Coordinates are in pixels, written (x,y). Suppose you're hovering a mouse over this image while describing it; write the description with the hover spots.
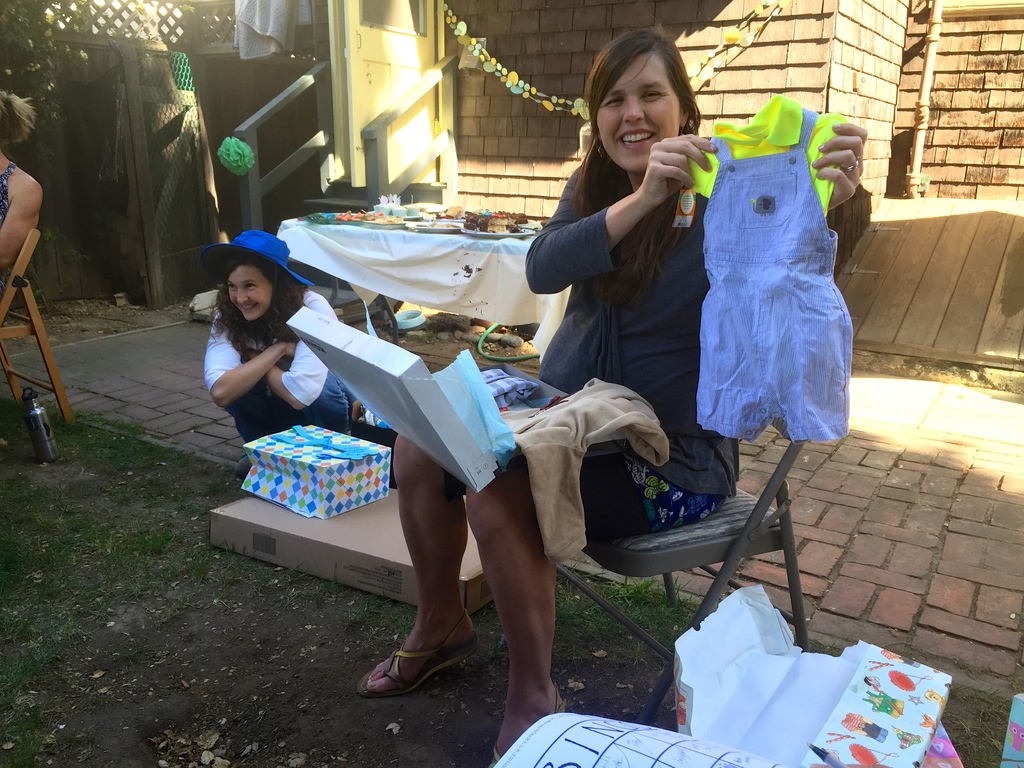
In this picture a woman (572,268) wearing a black jacket (542,268) and showing the small baby dress (718,325) smiling and giving a pose into the camera. Beside we can see a woman (278,345) wearing white color shirt (295,380) sitting on ground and smiling. Behind we can see the table (449,241) with many sweets (350,211). In the background (501,205) there is a wooden pattern brick house (828,70).
